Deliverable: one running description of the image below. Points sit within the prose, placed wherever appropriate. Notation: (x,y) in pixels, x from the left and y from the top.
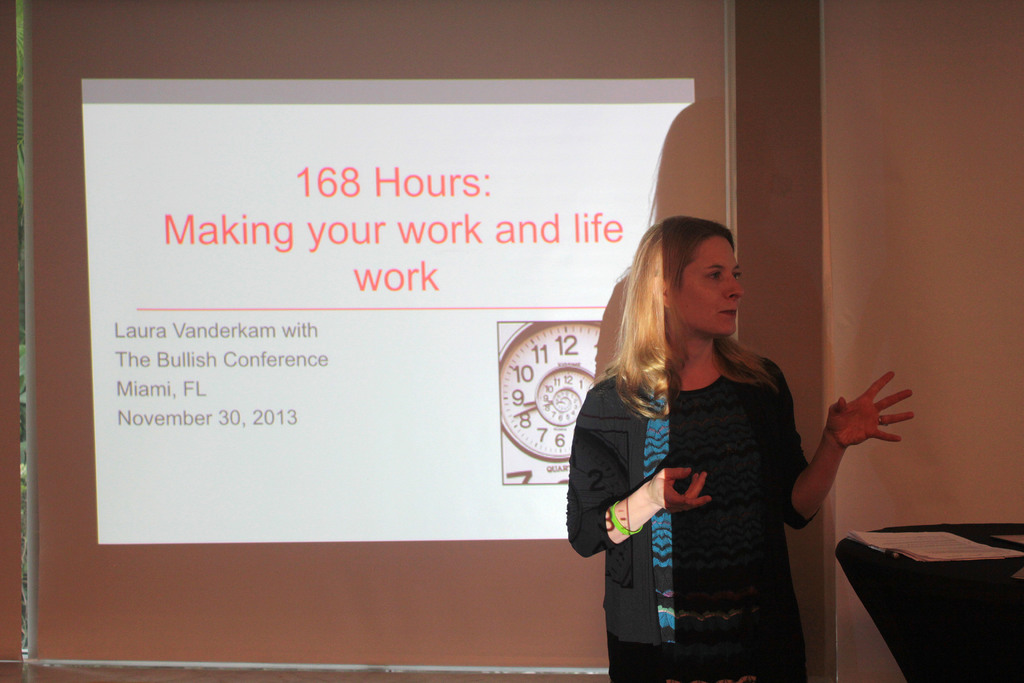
In this image, we can see a woman (734,511) is standing near the screen (524,533). Right side of the image (969,648), we can see a table (954,590) with cloth (897,580). Here we can see few papers (931,552), some object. In the screen (443,408), we can see some text (234,366), some meter (565,428). Here there is a white wall (904,250).
